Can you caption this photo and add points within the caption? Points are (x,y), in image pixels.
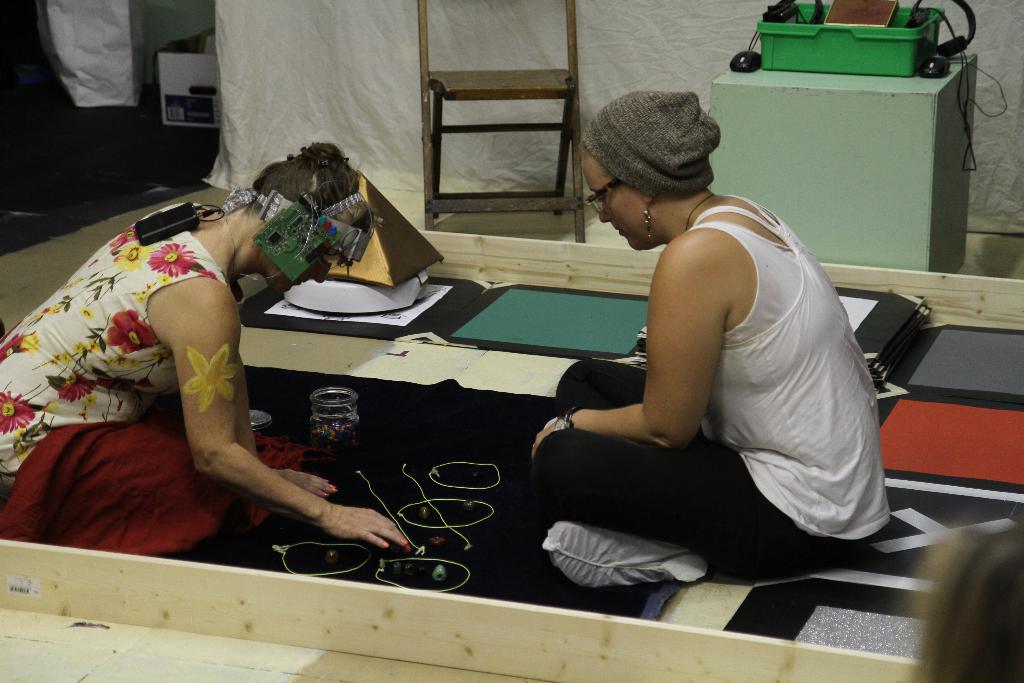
In this image there are two women (132,343) sitting, one of the women (709,394) is arranging something on the mat (363,490) in front of them, beside them there is a jar (335,386), mats (883,321), chair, a table (806,211) with some objects (902,42) on it and some other objects (92,74), in the background of the image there is a partition (261,70) with a cover (357,69), in front of the image there is a wooden plank (237,609).
